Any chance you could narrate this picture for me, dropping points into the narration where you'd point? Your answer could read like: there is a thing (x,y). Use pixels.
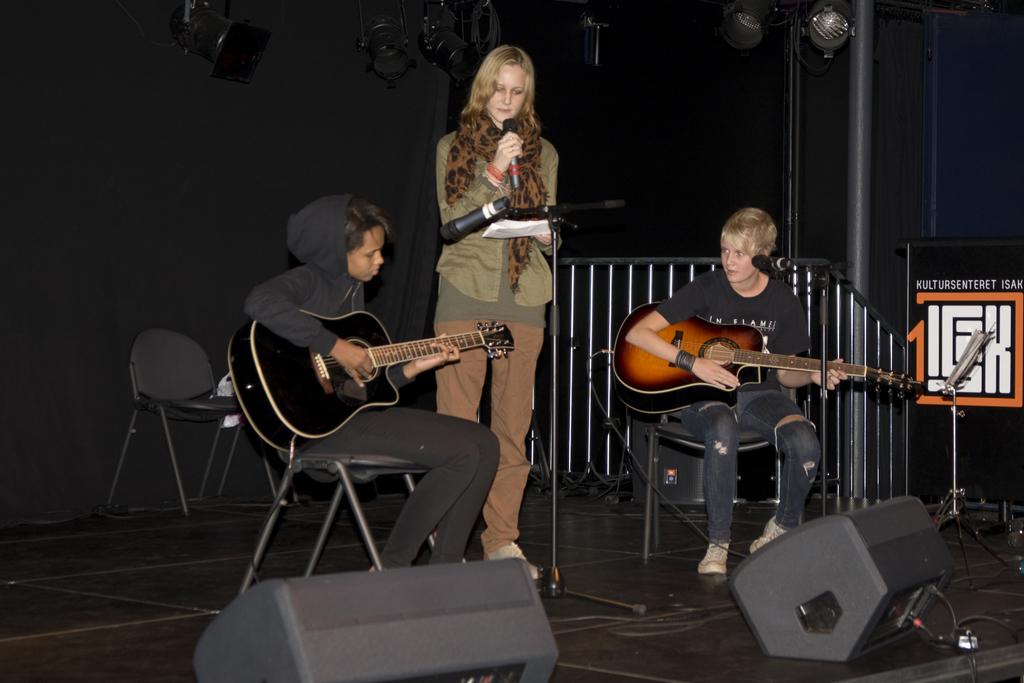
There are three members (508,192) in the picture. In the middle (491,297) there is a girl (513,153) holding a mic (510,128) and singing. There are two girls (353,350) playing a guitars (713,338) in their hands (723,380) sitting in the chairs (361,459). There is a railing (609,274) in the background (640,269) and curtain (275,177) here.
